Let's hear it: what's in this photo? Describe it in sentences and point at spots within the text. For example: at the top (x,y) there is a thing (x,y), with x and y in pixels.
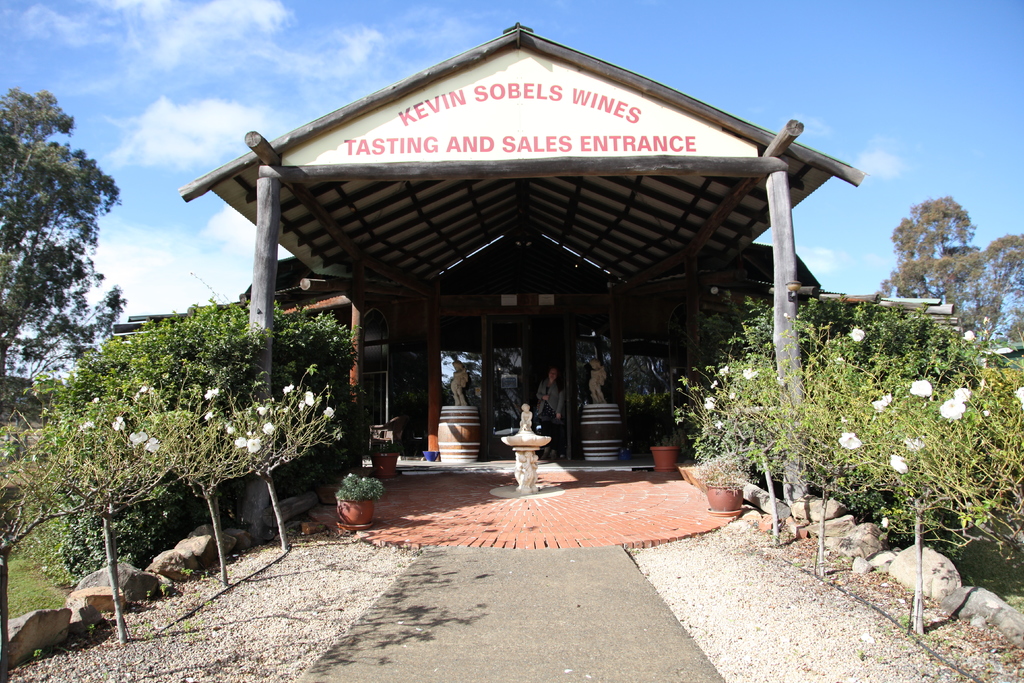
In the foreground of this image (437,366), there is a shed (487,99) and a building (501,342). There is a woman (544,418) standing, sculpture (600,382) on the drums (595,435), plants (356,497) on the either side to the path (492,627). In the background (933,257), there are trees (82,237) and the sky (352,56).
